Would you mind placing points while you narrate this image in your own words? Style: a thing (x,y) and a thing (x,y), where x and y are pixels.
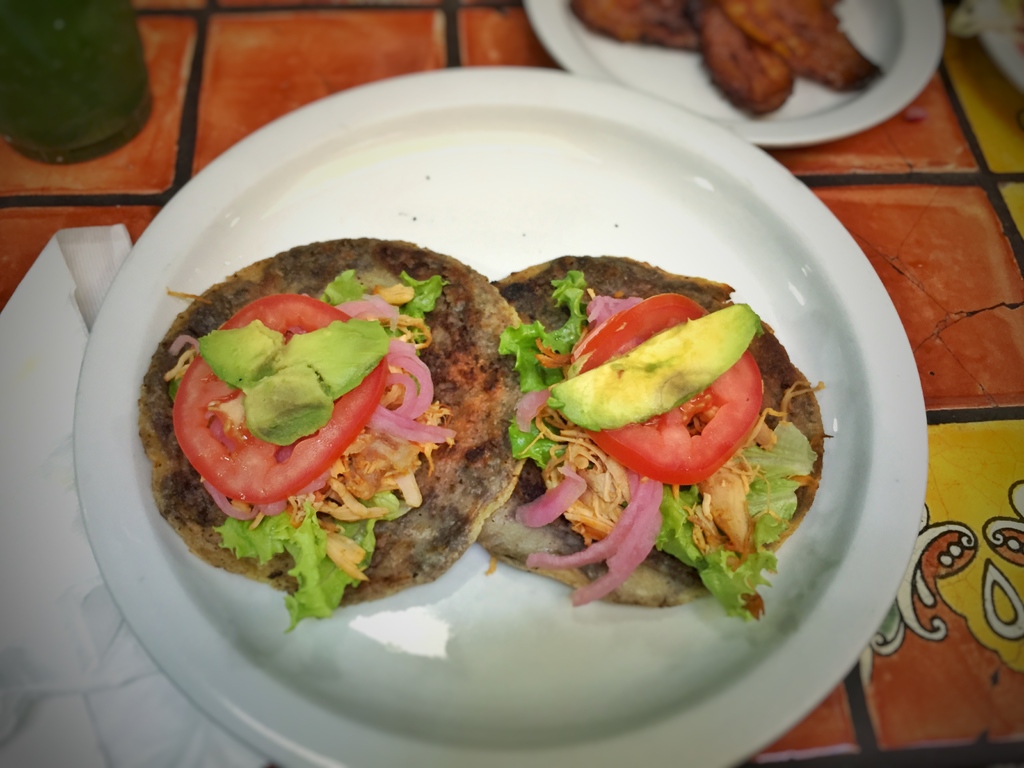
In this image there is a table (924,300), on that table (862,133) there are two plates (673,226) in that plates (709,131) there are food items (721,58) and there is a bottle (120,84) and tissue (39,620).
